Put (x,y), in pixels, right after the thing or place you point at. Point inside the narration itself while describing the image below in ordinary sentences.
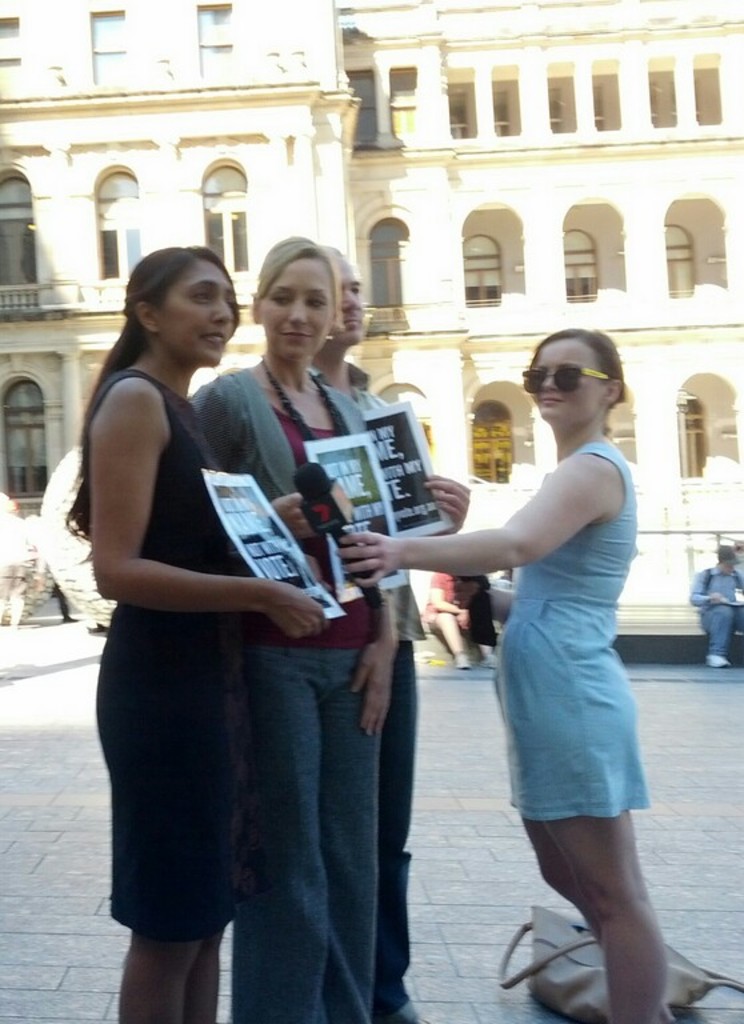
This picture is taken from the outside of the building (640,288) and it is sunny. In this image, in the middle (283,474), we can see four people (583,492) are standing on the floor (450,1009) and holding some objects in their hand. On the right side (684,996) bottom, we can also see a handbag (582,1004). In the background (569,155), we can see a group of people (729,571), building (454,215), glass window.
